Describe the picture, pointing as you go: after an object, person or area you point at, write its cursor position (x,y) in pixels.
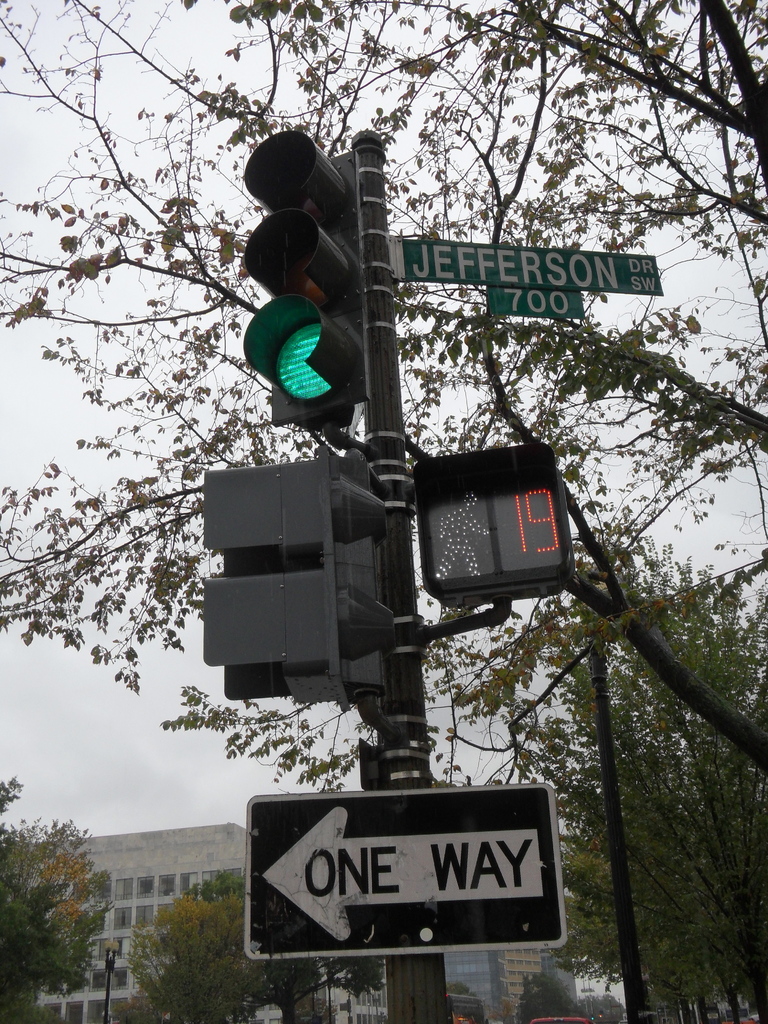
In this picture there is a traffic pole (375,151) in the foreground (419,989). There are lights (452,555) and boards (390,932) on the pole (409,986), there is text (503,847) on the boards (390,919). At the back (9,905) there are buildings (374,1018) and trees (721,607) and there are poles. At the top (230,200) there is sky (47,808).
